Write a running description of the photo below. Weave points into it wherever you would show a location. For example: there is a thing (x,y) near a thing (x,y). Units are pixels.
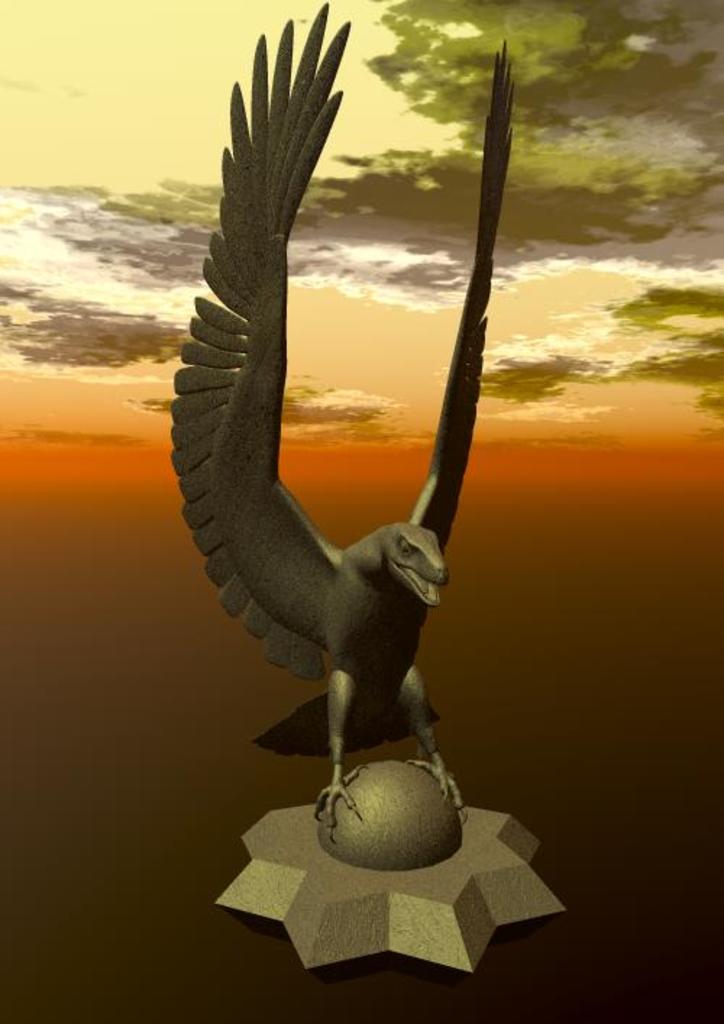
This is an edited picture. In the picture we can see a bird like sculpture (320,618). In the background (126,267) it is sky (643,305).
